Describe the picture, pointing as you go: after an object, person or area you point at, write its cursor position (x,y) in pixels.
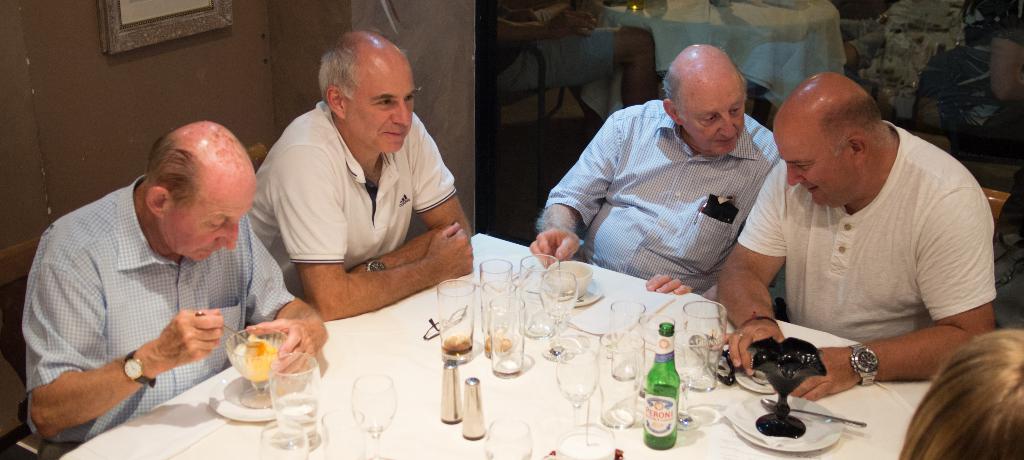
In this picture there are four old friends (298,158), sitting on the dining table (586,343) and discussing something. In the front table (508,389) there are some empty glasses (489,327) and green beer bottle (667,397). Behind there is a brown wall (169,63) with hanging photo frame (215,22). In the background (661,44) there is a another dining table (803,37).
